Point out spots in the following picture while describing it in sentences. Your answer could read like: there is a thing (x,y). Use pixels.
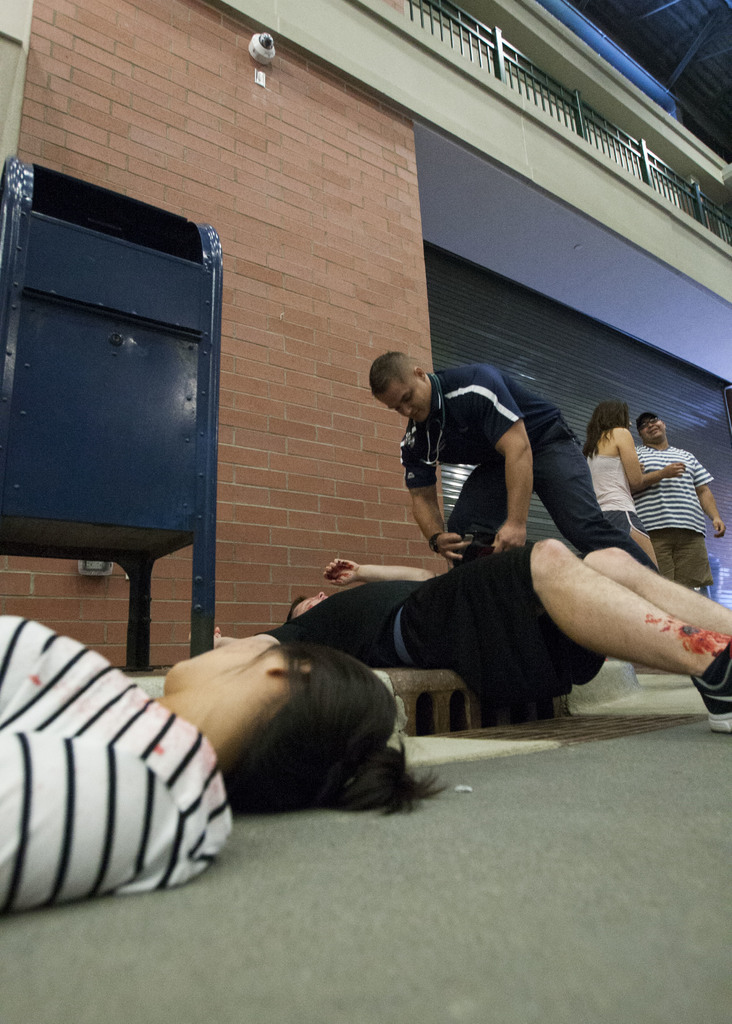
Here we can see few persons (518,670) and this is a road (625,940). In the background (542,385) we can see a building (462,188), wall (269,250), and a bin (100,310).
